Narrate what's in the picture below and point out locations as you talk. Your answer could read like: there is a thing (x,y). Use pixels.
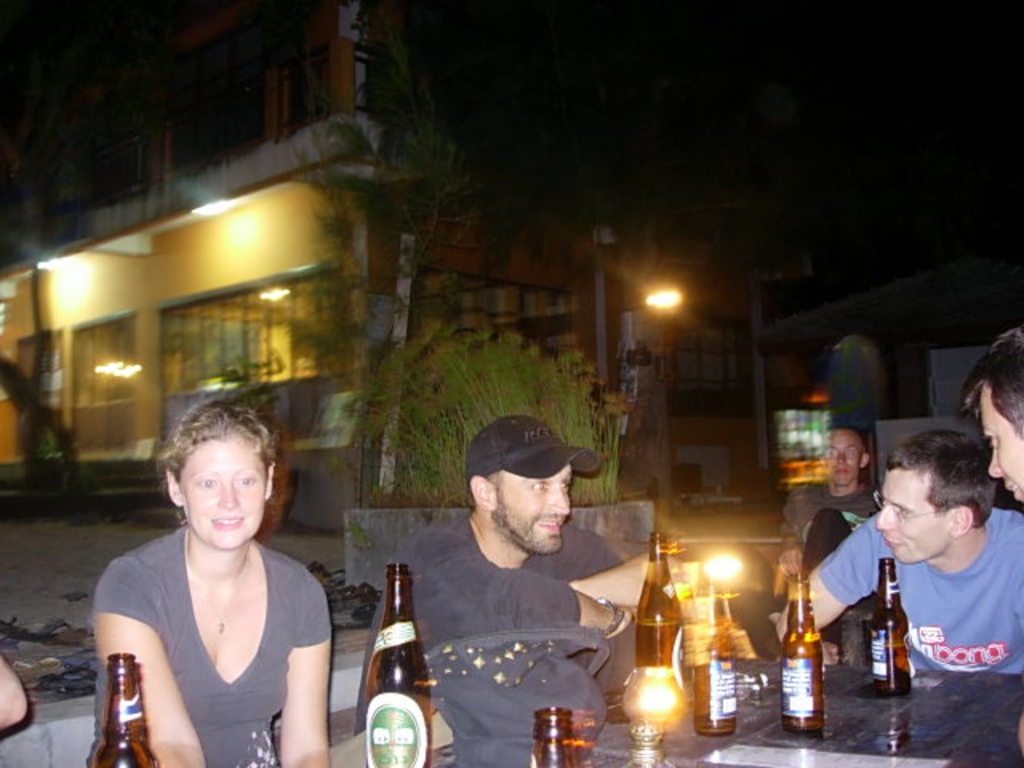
In this image there are group of people (1011,557) sitting in chair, and on table (843,678) there are group of beer bottles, glasses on table (692,733), and at back ground (374,331) there is building (581,326), plants (543,368), light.
